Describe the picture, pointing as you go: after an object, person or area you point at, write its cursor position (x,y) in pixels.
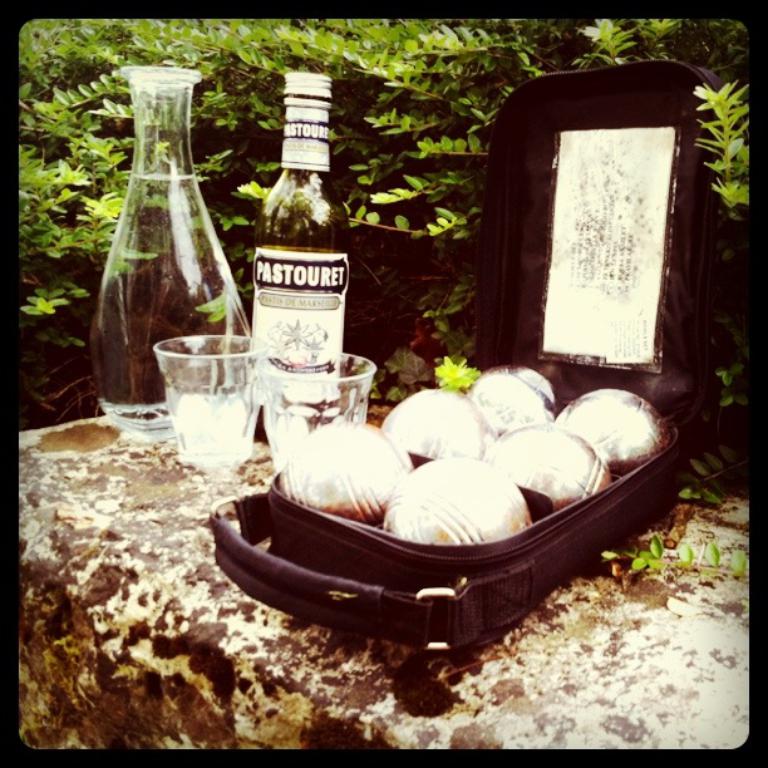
This is a picture taken in the outdoors. On the wall (105,510) there are jar (191,197), bottles (292,323), cups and a box (450,563) with some metal balls (458,468). Behind the bottle (281,220) there are trees (735,156).
